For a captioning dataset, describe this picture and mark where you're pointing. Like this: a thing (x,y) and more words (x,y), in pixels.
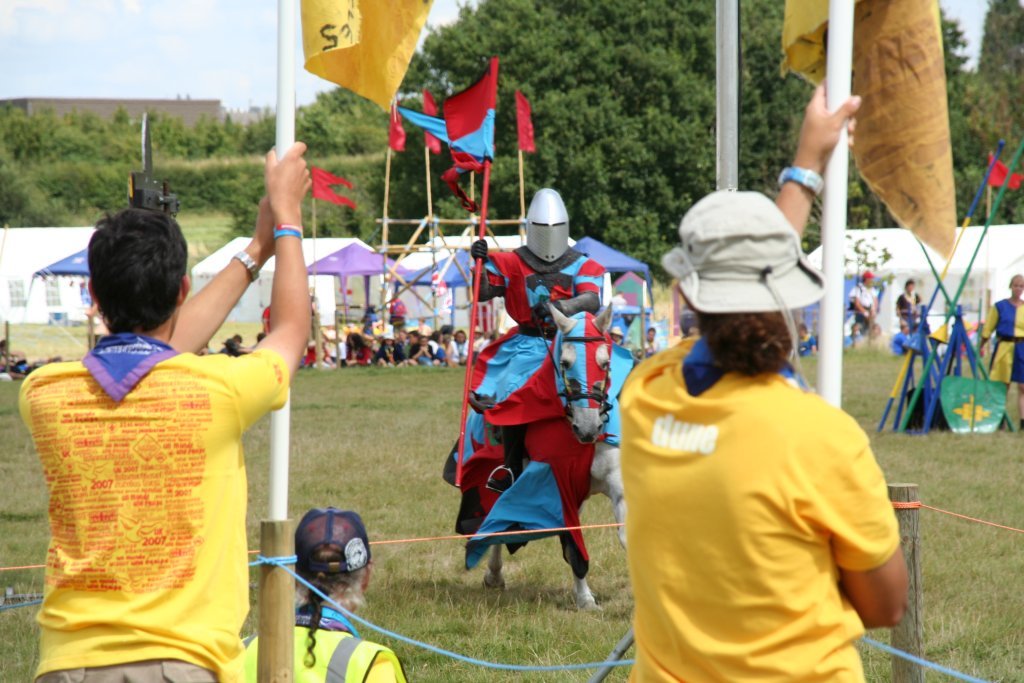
In the picture I can see two persons (146,599) wearing yellow T-shirts (829,497) are standing and holding an object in their hands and there is a person (531,370) sitting on a horse (570,397) which is on a greenery ground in front of them and there are few other persons (909,299), some other objects (431,299) and trees (524,176) in the background (631,207).
